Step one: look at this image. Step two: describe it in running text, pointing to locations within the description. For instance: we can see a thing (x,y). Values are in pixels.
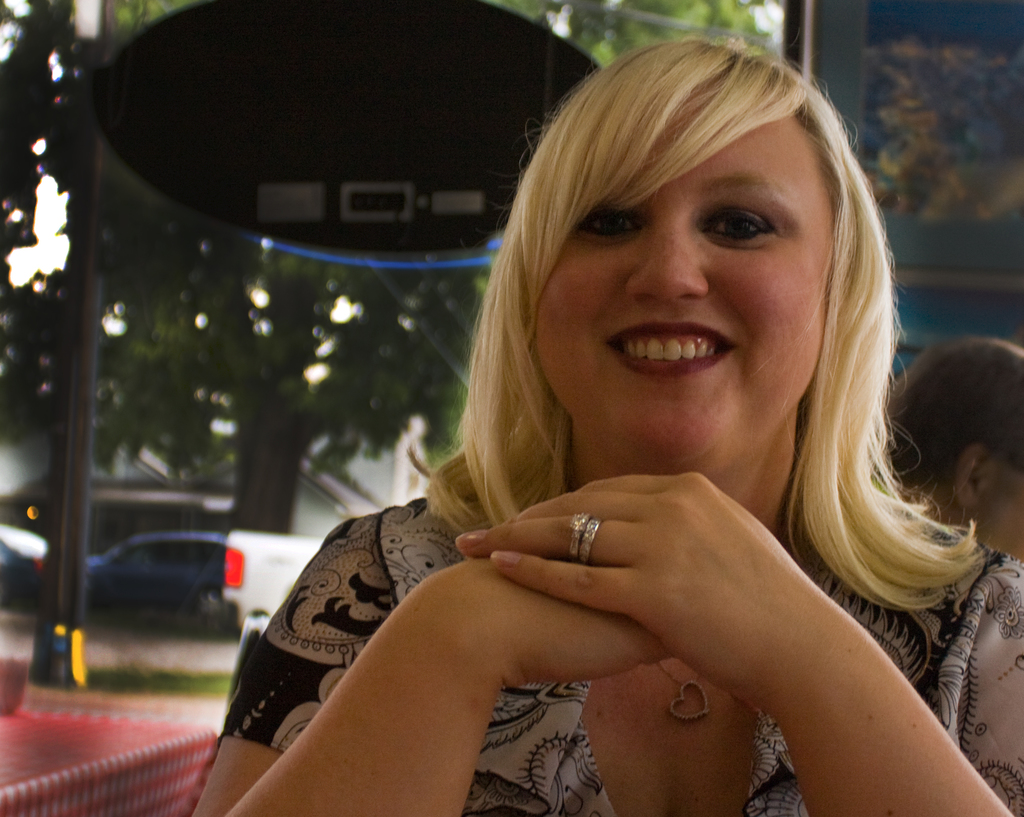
This picture is clicked inside. On the right (770,136) there is a woman (549,327) smiling and seems to be sitting on the chair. On the left (111,726) there is a red color table (63,766). In the background (104,444) we can see a person (1013,430) and trees (111,405), pole (71,407) and some vehicles (167,545) seems to be parked on the ground (155,634).
